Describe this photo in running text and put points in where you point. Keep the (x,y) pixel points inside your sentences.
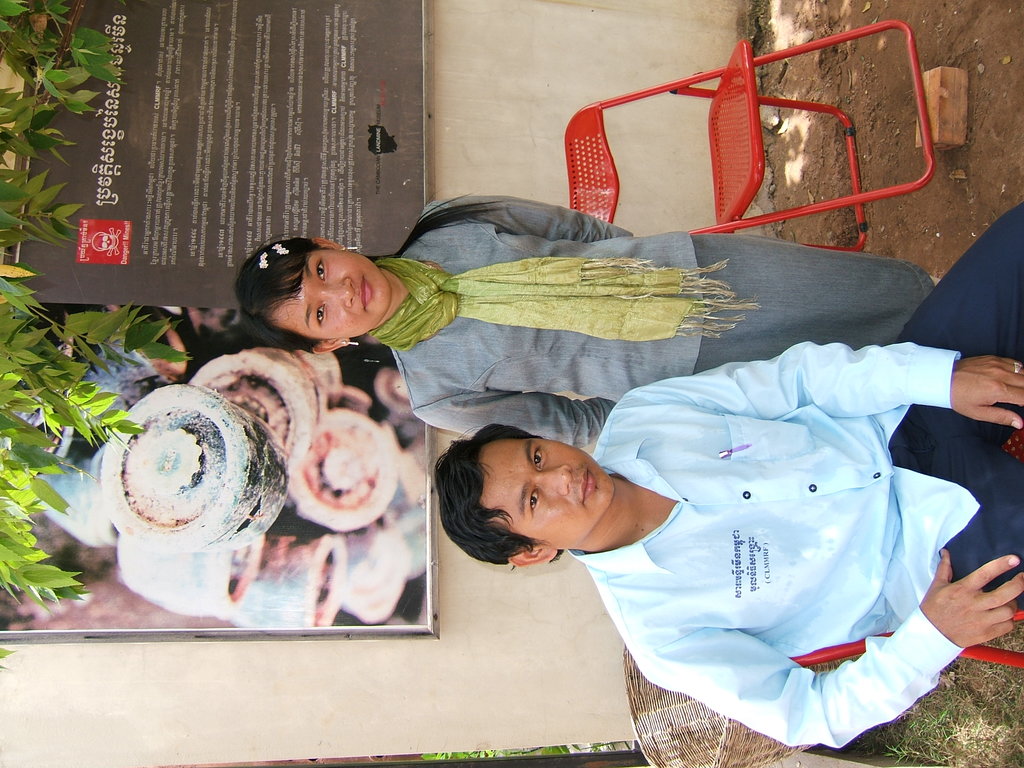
In this image we can see a man (654,562) sitting on a chair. We can also see a woman (701,331) standing beside him. On the backside (751,165) we can see a chair (731,179), a wooden block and a basket (735,751) placed on the ground (815,754). We can also see a tree (19,579) and a board (364,343) with some text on a wall (512,688).
